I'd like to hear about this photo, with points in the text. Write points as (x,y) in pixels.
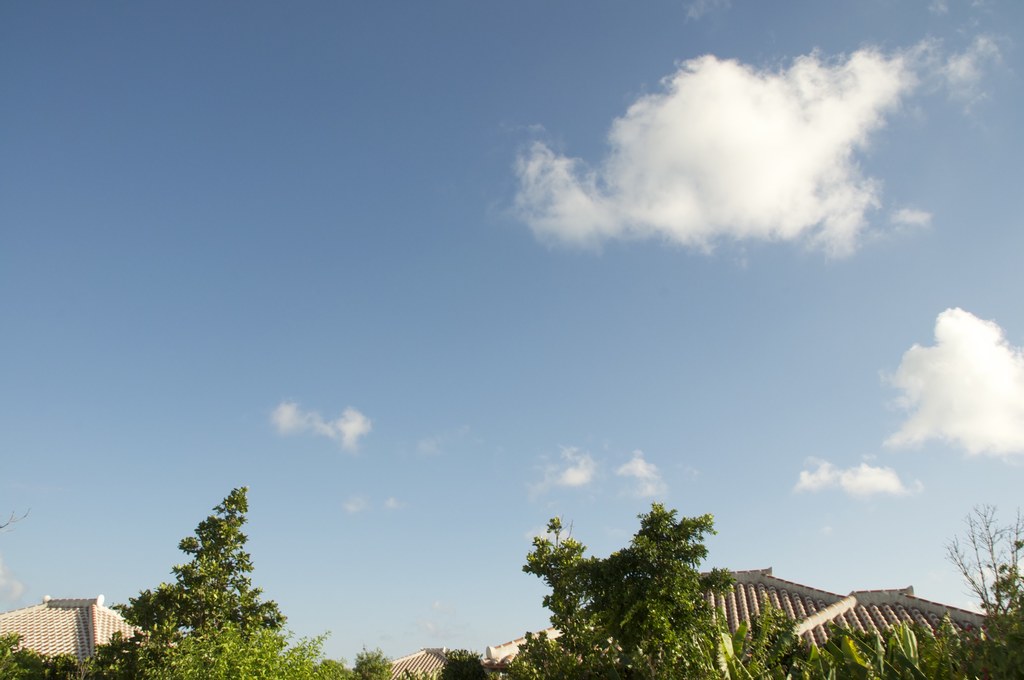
In this image we can see some houses (709,607) with roofs (739,591), trees (681,577) and the sky (636,317) which looks cloudy.
